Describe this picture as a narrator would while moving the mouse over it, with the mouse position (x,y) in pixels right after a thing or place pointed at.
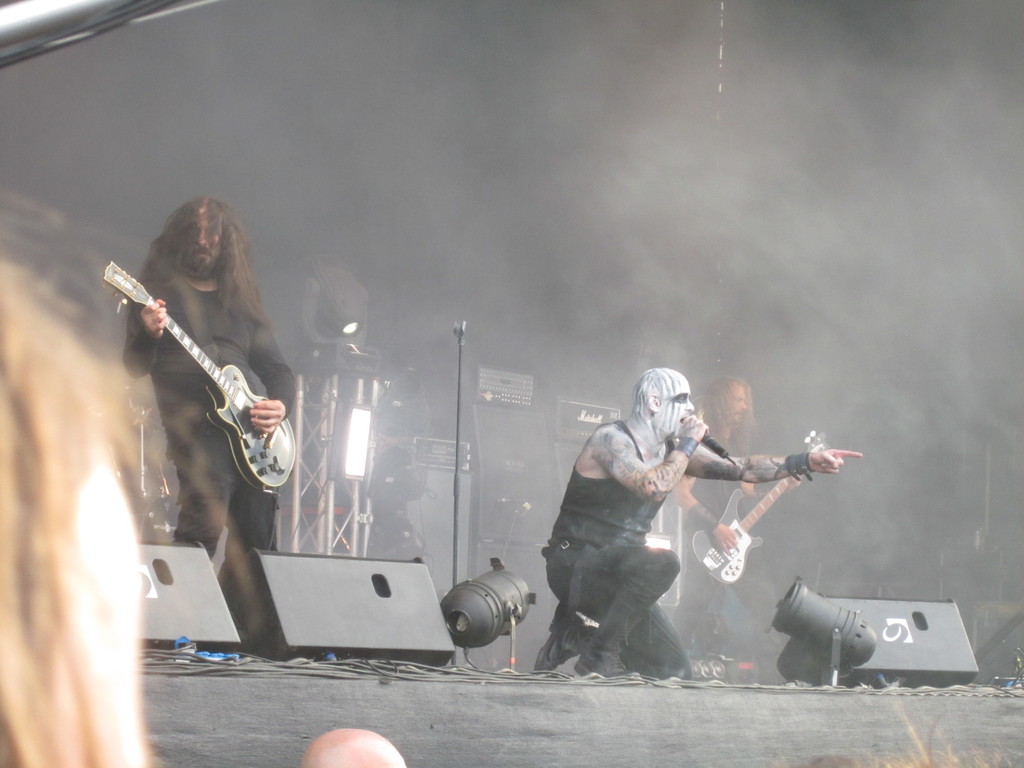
On the left (102,629) we can see people (84,516). In the center of the picture (506,403) there is a stage (318,711), on the stage (395,457) there are speakers (856,605), cable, lights (362,412), stands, men (148,322) playing guitar (731,556), a person (628,485) singing, drums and various objects (498,371). In the background (495,104) there is smoke (644,108).
